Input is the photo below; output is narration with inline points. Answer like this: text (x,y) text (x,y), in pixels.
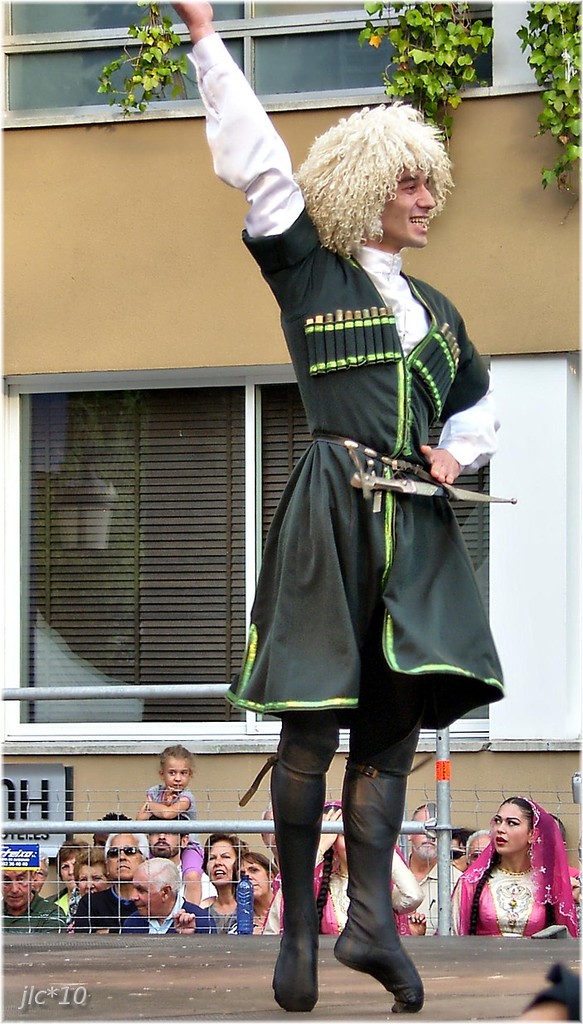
In this image I can see a person (369,973) standing on his toes (417,999) and he is wearing a costume (369,289) and a wig (360,213). There is a fence (4,828) in the bottom (228,884) and people (529,856) are sitting. There is a building (250,425) at the back (229,42) which has windows (290,432) and plants (555,117).
